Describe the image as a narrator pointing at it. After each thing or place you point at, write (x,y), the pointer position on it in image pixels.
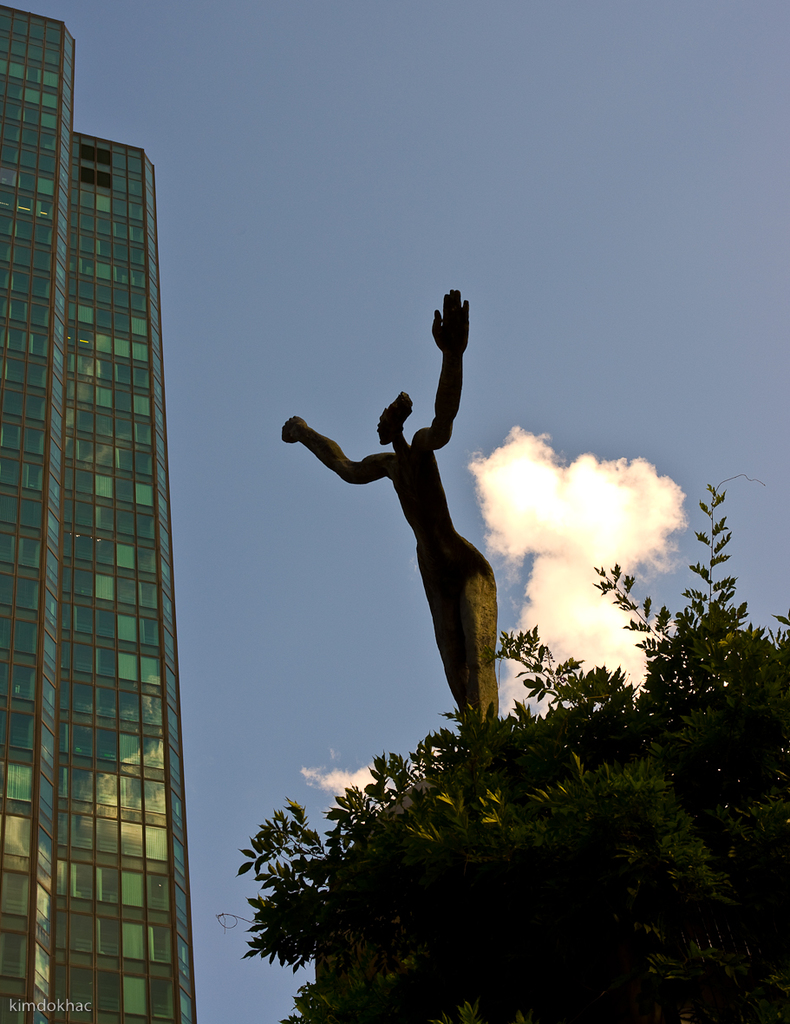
In this image we can see a building (39,308) on the left side of the image (87,827) and there is a statue (465,697). We can see a tree (748,708) and at the top (495,110) there is a sky (581,496).
